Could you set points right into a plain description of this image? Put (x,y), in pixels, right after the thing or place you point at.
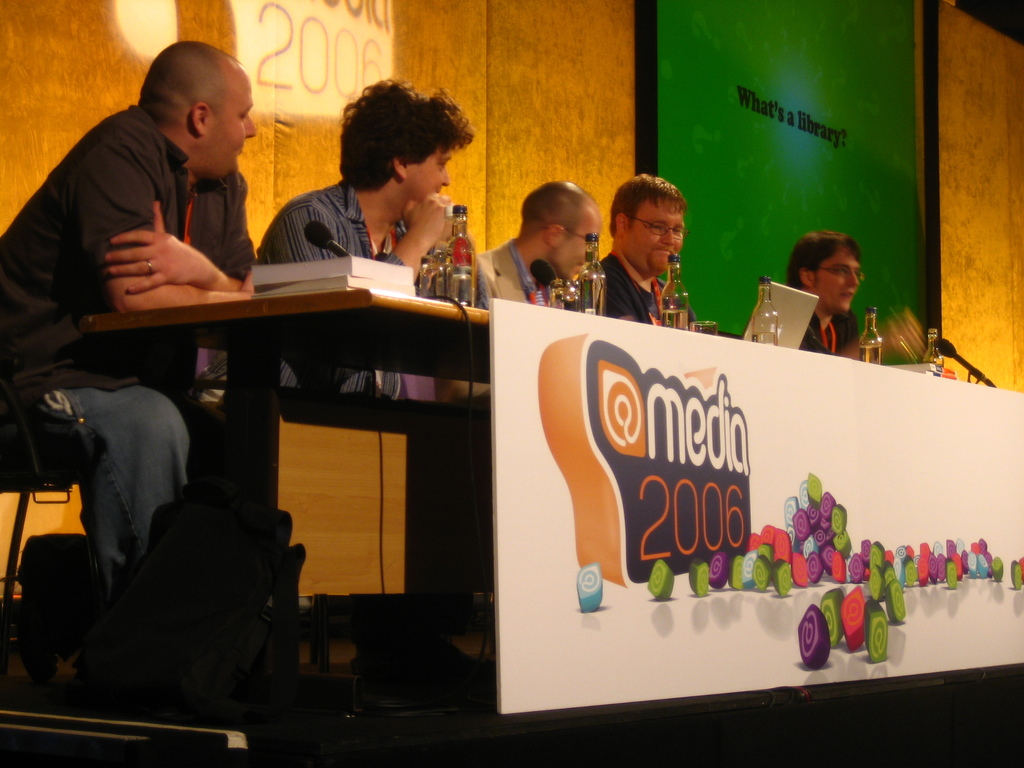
In the image there are few people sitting on the chairs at the table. On the table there is a laptop (789,323), glasses (707,323), bottles (592,283) and books (393,267). There is also a microphone (321,229) on the table (392,317). In front to the table (402,333) there is a board (495,415) stuck and there are dice images (712,576) and text Media 2006 (668,504) on it. Behind them on the wall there is a screen (679,175) and text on it. On the left corner (132,631) there are backpacks (123,621).
